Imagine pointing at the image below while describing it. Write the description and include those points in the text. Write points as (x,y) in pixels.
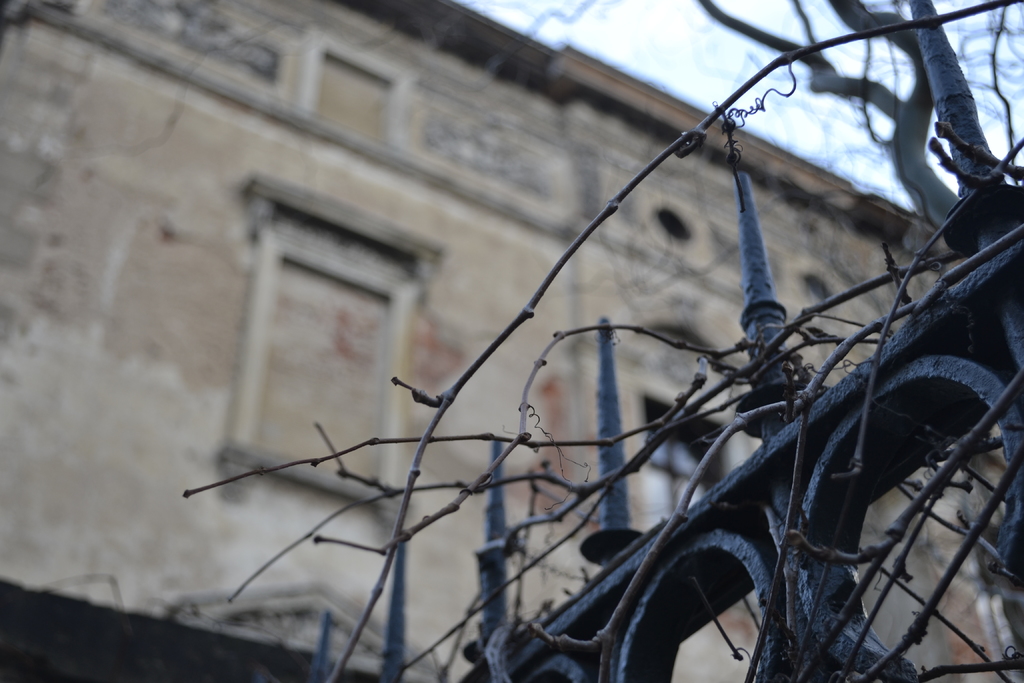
In this image I can see there is the iron gate (747,501) in black color and there are dried sticks (792,404) on it. In the middle (501,349) there is the building (584,312) at the top (649,39) it is the sky (645,58).
